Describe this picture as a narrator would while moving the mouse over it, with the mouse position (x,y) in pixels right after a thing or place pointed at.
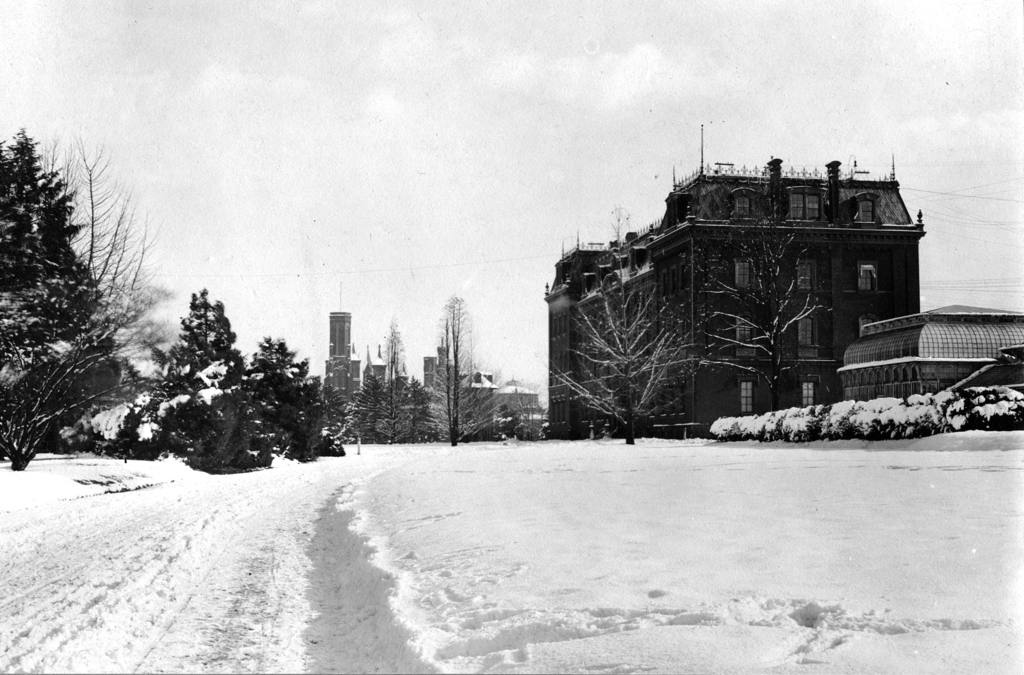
In this image we can see the buildings (847,288), windows (749,333), trees (291,417), dried trees (729,355), snow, at the top (484,188) we can see the sky (502,189).
